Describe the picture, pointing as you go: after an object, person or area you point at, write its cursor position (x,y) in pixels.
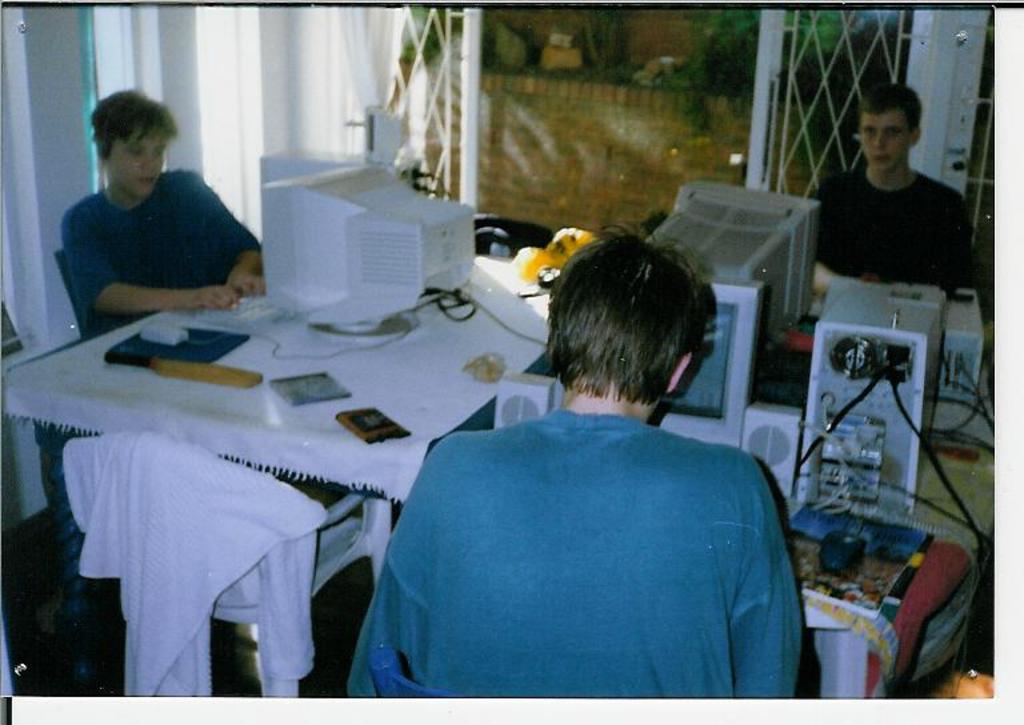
In this image there are three persons (169,295). There is a computer (365,263), mouse (154,332), book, wire (451,312) on the table (248,391). The table (185,369) is covered with white color cloth (437,322), at the back (723,23) there are plants (744,45).
